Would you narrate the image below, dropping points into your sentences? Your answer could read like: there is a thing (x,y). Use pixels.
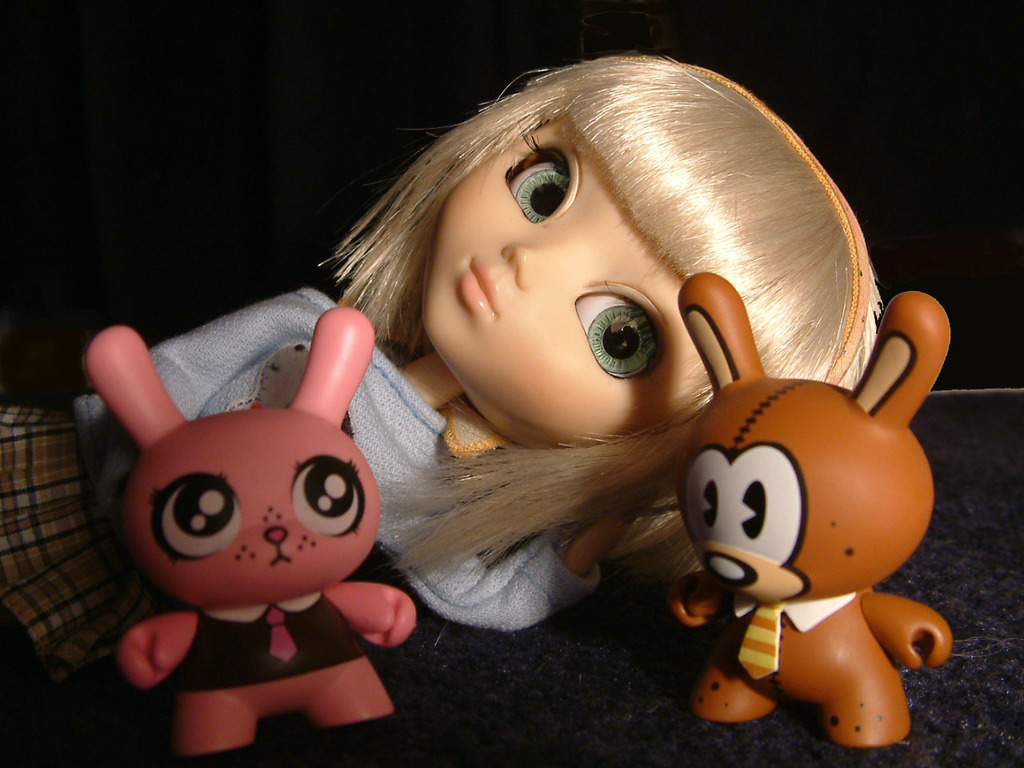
In this image I can see a doll (624,305) which is cream in color and I can see light blue and brown colored clothes (371,401) on it. I can see two other toys (272,549) which are pink, black, brown and cream in color on the black colored surface (537,703) and I can see the black colored background (435,85).
